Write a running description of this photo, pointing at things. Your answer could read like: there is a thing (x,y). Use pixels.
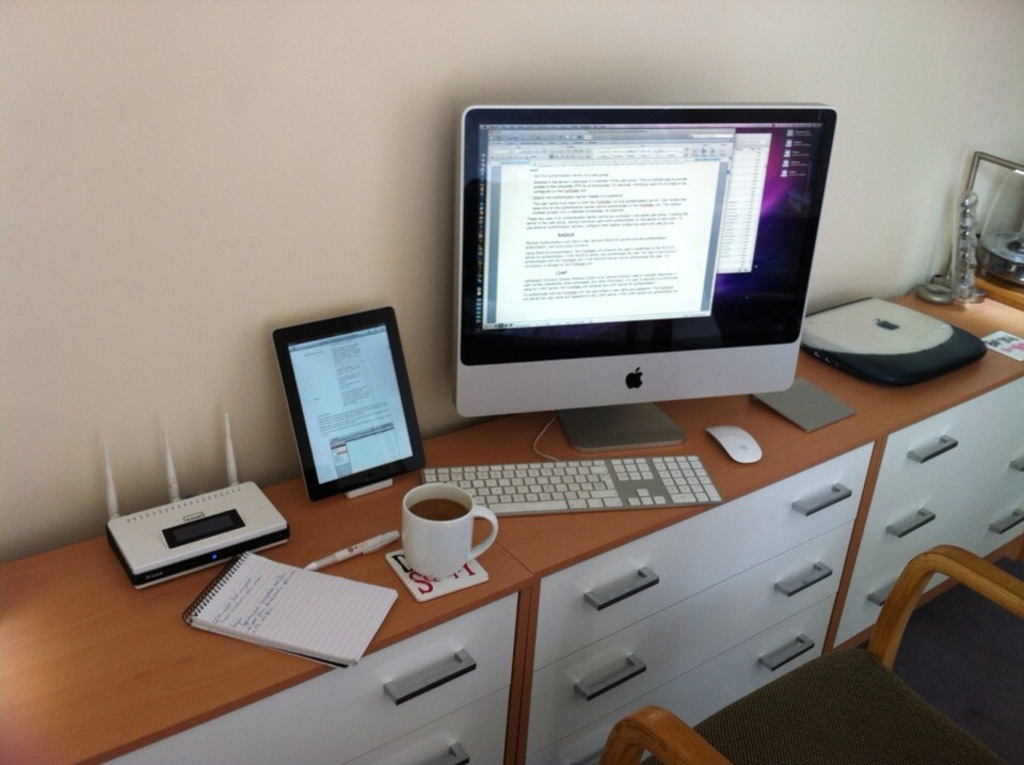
In this image I can see a big table (472,621) on which a book (242,624), router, monitor (573,305), keyboard (596,467), mouse (726,433) and few objects (874,373) are placed. On the right bottom of the image (818,723) there is a chair (860,724).
